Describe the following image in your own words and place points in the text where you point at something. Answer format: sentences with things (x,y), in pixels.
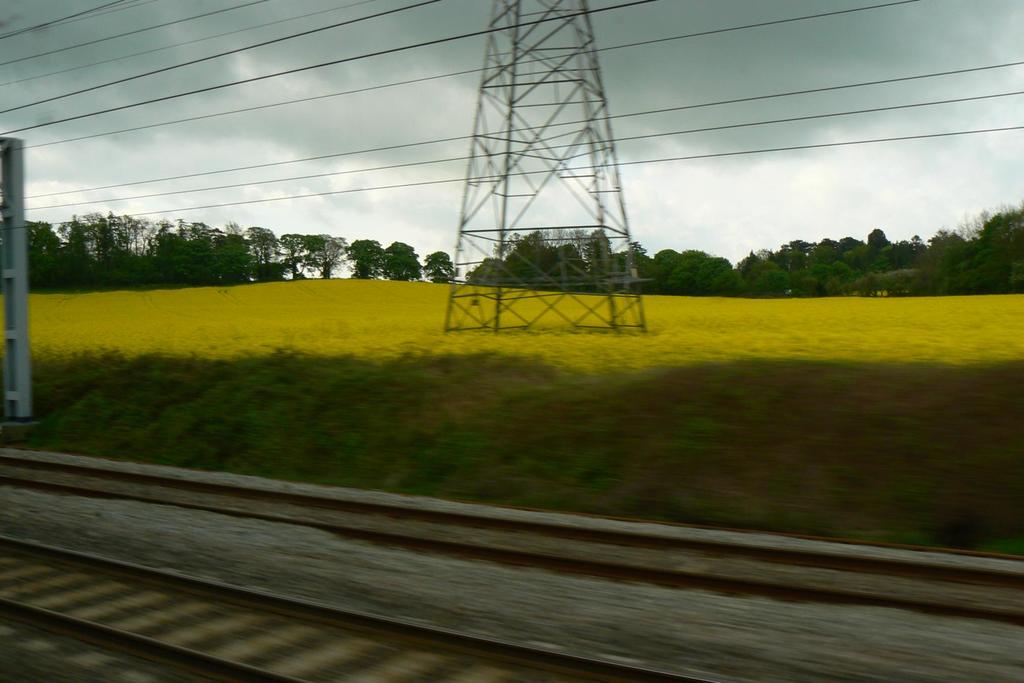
In this image I see the tracks (467,671) and I see the grass (406,366) and I see a tower (497,300) over here and I see number of wires (419,43). In the background (753,261) I see the trees (949,276) and the cloudy sky (275,99).
